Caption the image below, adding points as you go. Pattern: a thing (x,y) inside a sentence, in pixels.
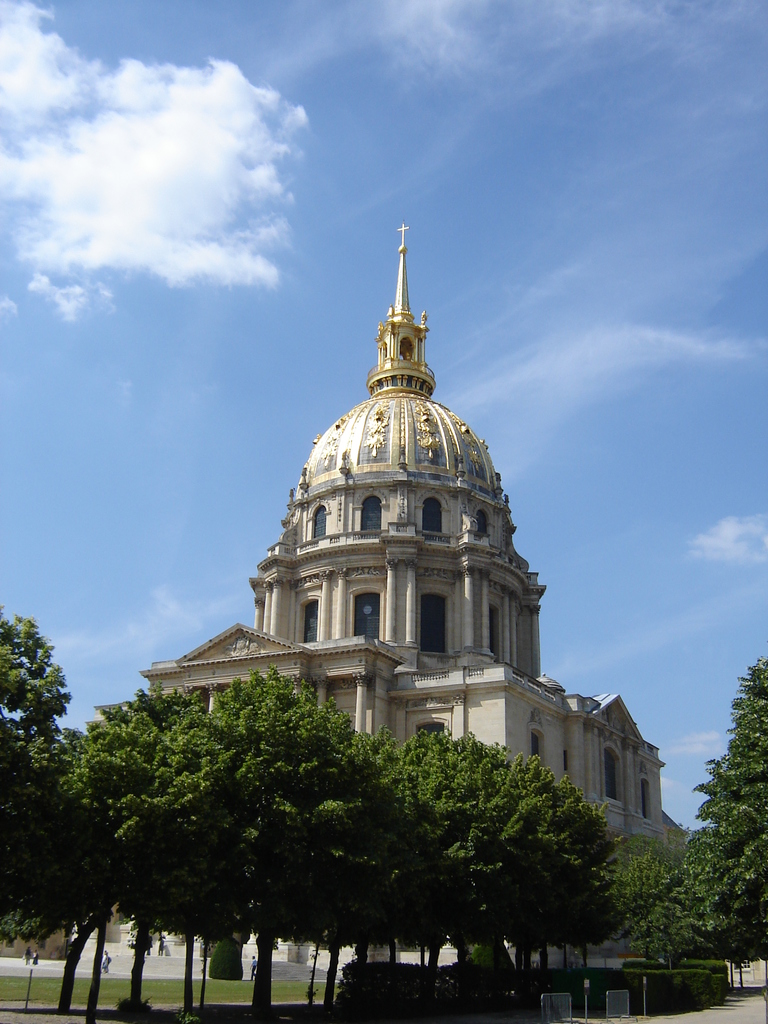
On the right side of the image (729,1008) there is a road (745,1013). There are plants (675,982). There are boards (617,994). There are trees (512,859). In the center of the image (406,489) there is a building (498,716). On the left side of the image (162,983) there is grass (160,993) on the surface (251,983). In front of the building (174,937) there are people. In the background of the image (460,150) there is sky (451,84).
